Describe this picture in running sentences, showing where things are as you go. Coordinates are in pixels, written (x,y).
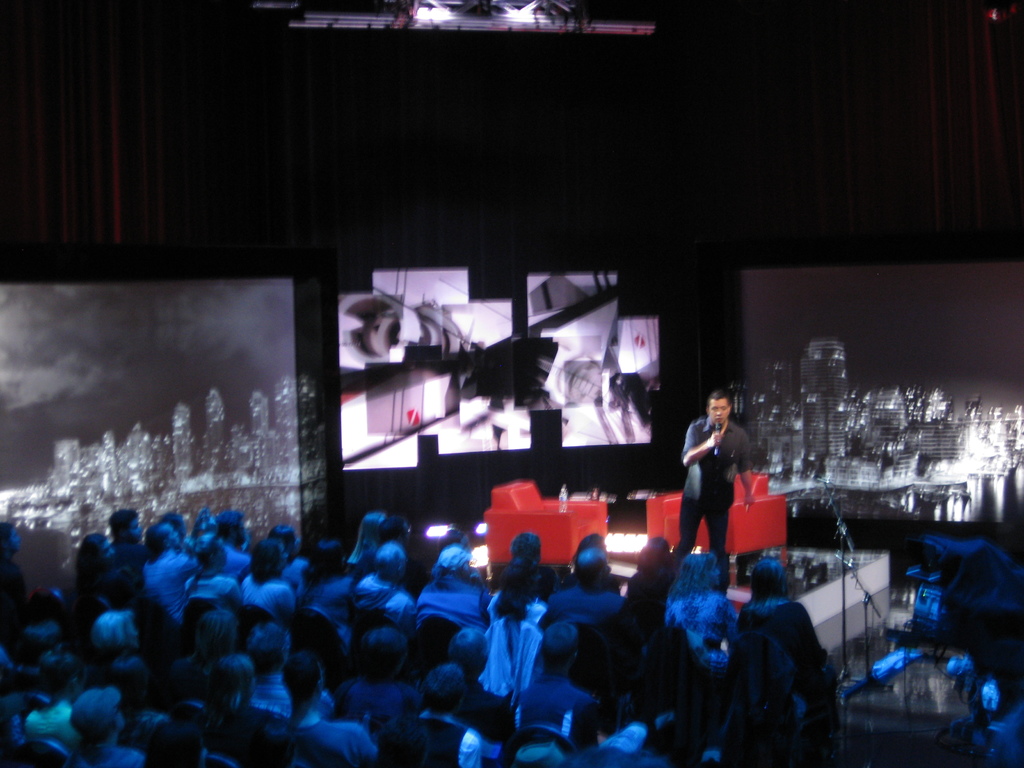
In this image, we can see a crowd (560,687). There is a person (693,434) standing on the stage (839,597) in front of screens (471,370). There are couches (530,513) in the middle of the image (518,500). There are lights (519,2) at the top of the image (429,9).
